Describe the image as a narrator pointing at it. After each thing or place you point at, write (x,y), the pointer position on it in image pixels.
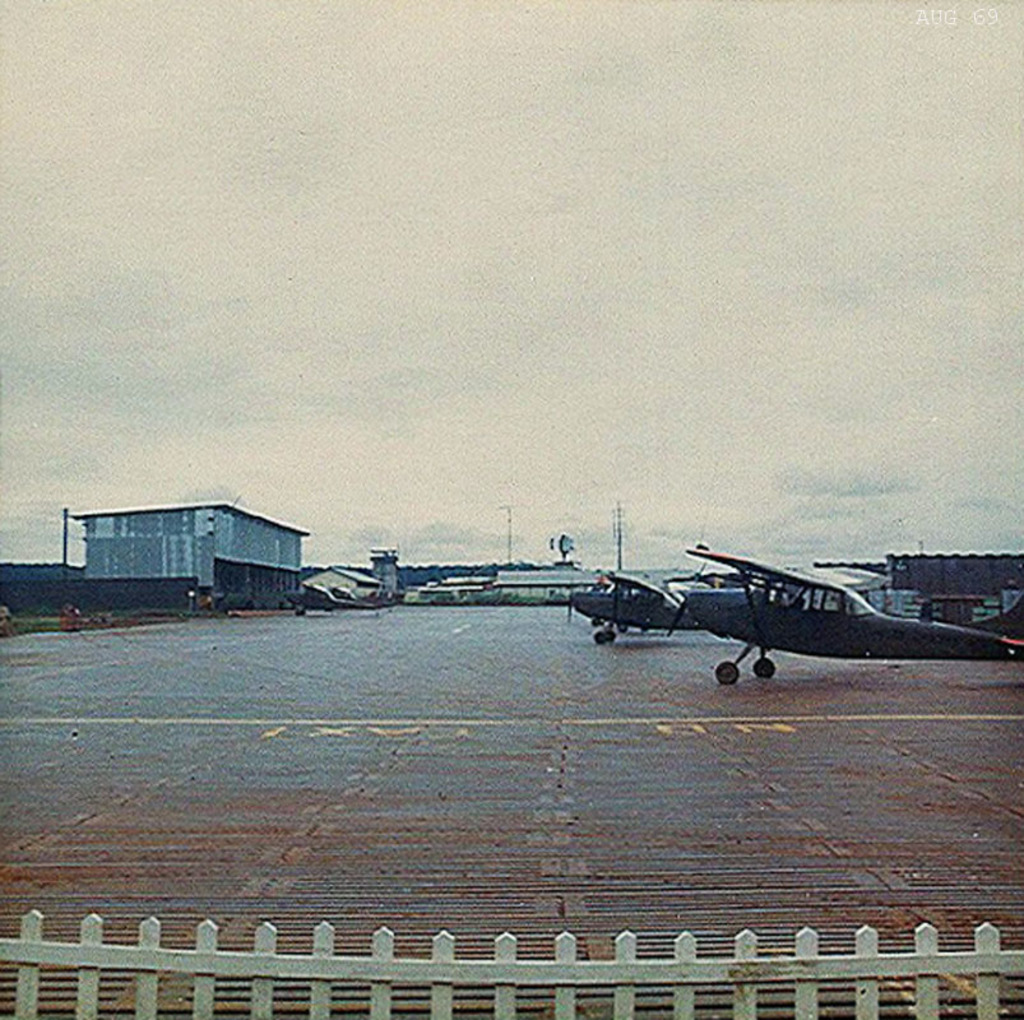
In the picture we can see a railing (201,938) behind it, we can see a parking path (887,809) of the aircraft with two air crafts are parked in far from it, we can see a building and beside it we can see a pole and in the background (560,430) we can see a sky (331,290).
